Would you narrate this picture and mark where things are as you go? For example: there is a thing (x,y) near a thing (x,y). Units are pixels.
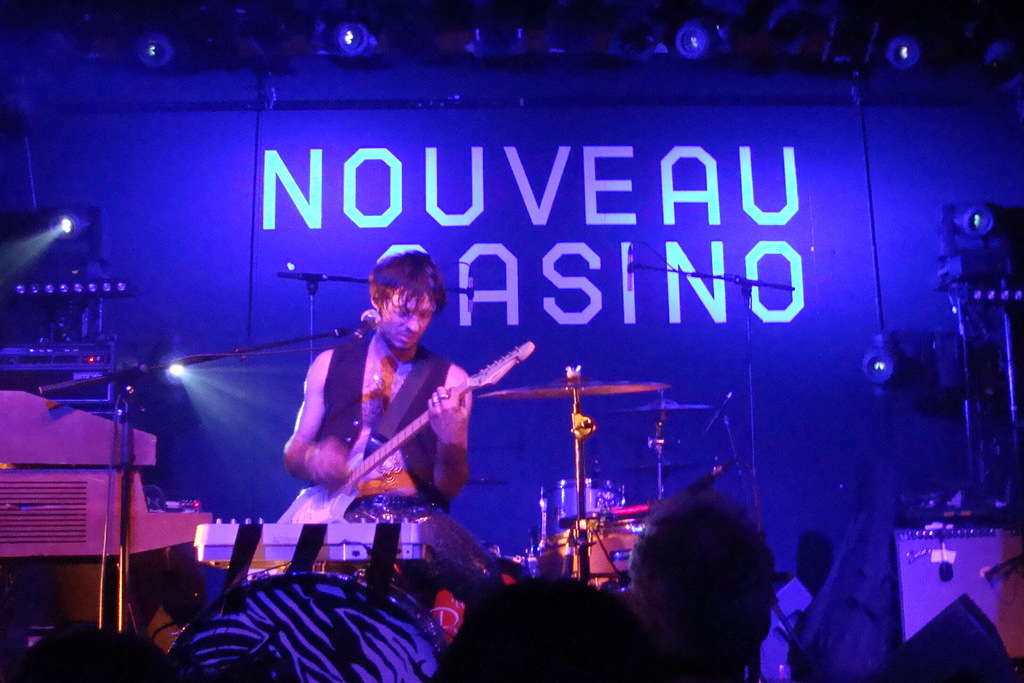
In this image at front (385,454) person (320,394) is playing a guitar (372,460). In front of him there is a mike (370,324). Beside him there are few other musical instruments (615,540). At the background (351,199) there is a screen (712,337) and at the top of the image (155,61) there are few lights (359,48). At front (165,666) there are few people (656,605) standing.
